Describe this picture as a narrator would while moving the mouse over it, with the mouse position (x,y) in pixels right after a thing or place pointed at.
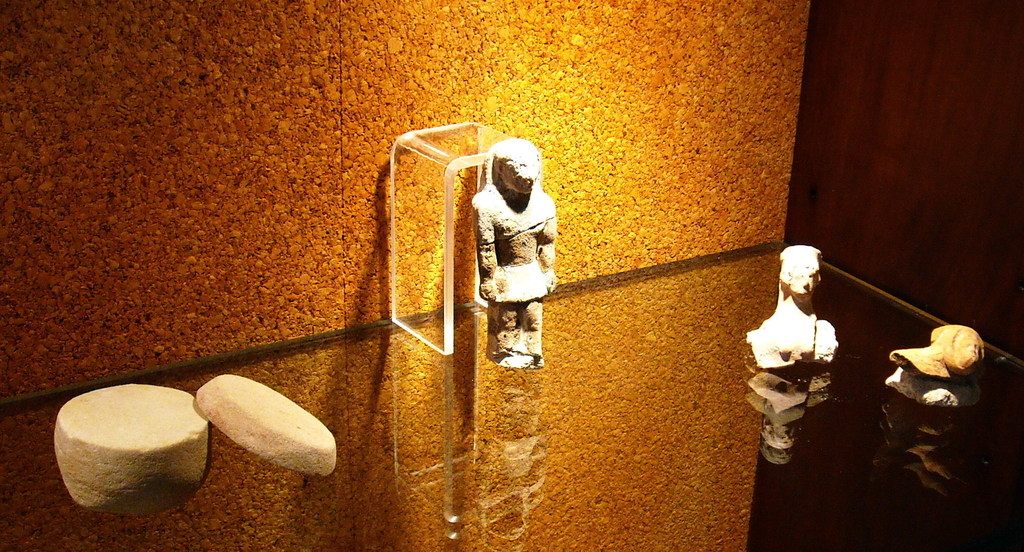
As we can see in the image there is a wall (630,193), table (450,528) and statues (506,290).
